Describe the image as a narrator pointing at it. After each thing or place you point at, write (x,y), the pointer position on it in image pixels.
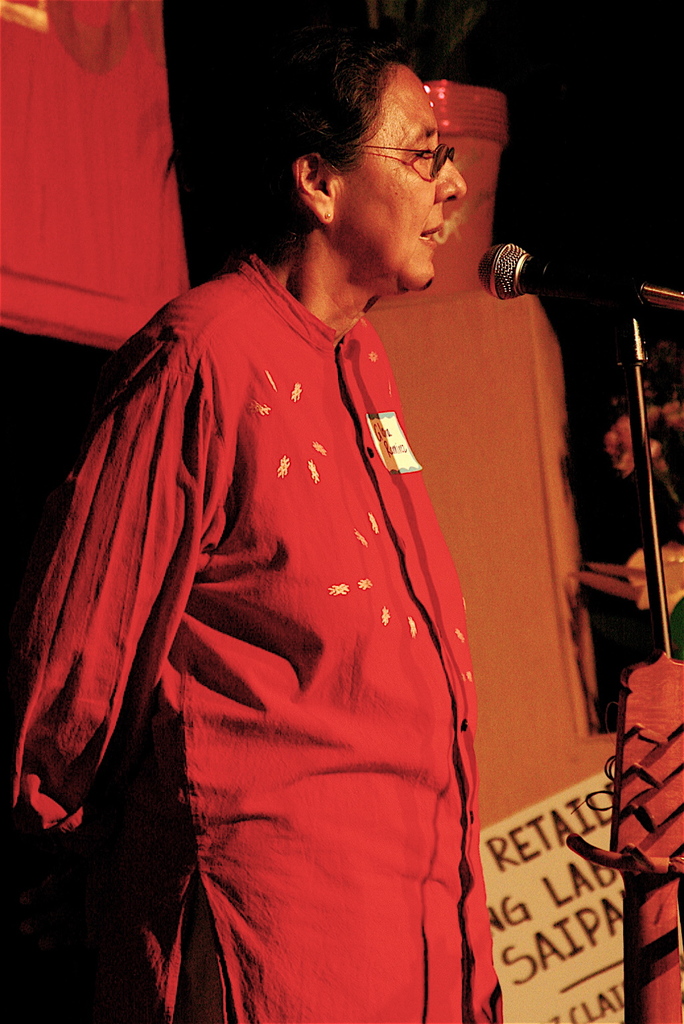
In this image we can see a person (370,469) standing and in front of her there is a mic (493,250) and to the side, we can see a board (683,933) with some text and there are some other things (10,184).
